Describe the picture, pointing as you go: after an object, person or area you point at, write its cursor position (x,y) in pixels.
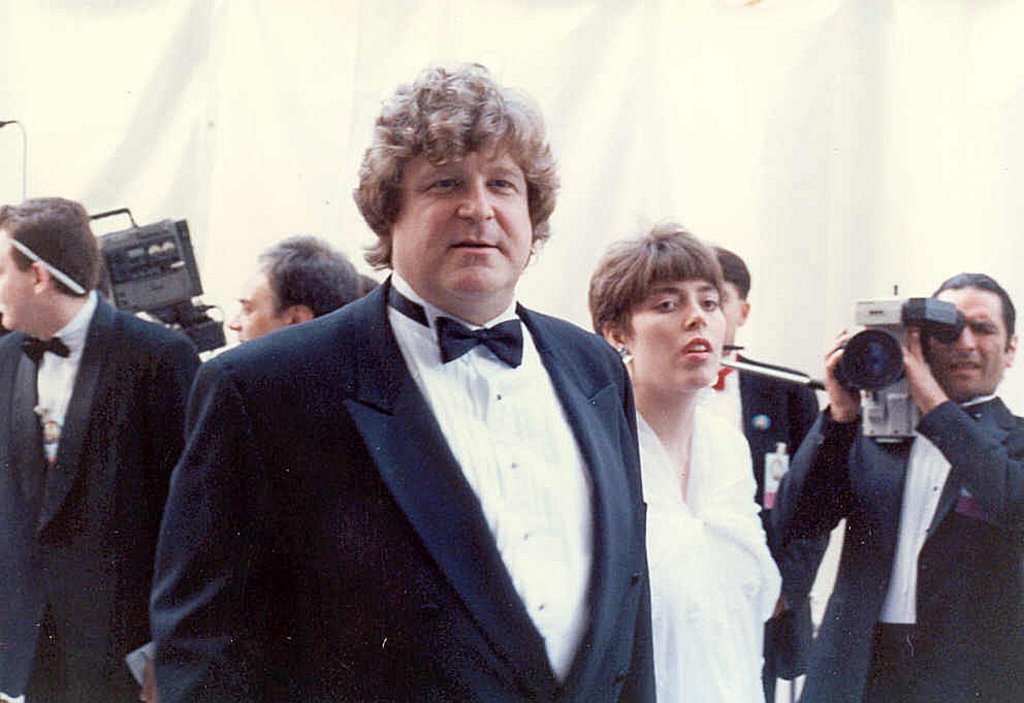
In this image we can see some people (432,487) standing, right side of the image (952,425) one person (927,526) holding camera (870,395) and taking a video. Left side of the image (157,305) there is one camera (178,265), one wire (26,177) near to the camera (139,242) and backside of these persons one big white curtain (233,117) is there.
